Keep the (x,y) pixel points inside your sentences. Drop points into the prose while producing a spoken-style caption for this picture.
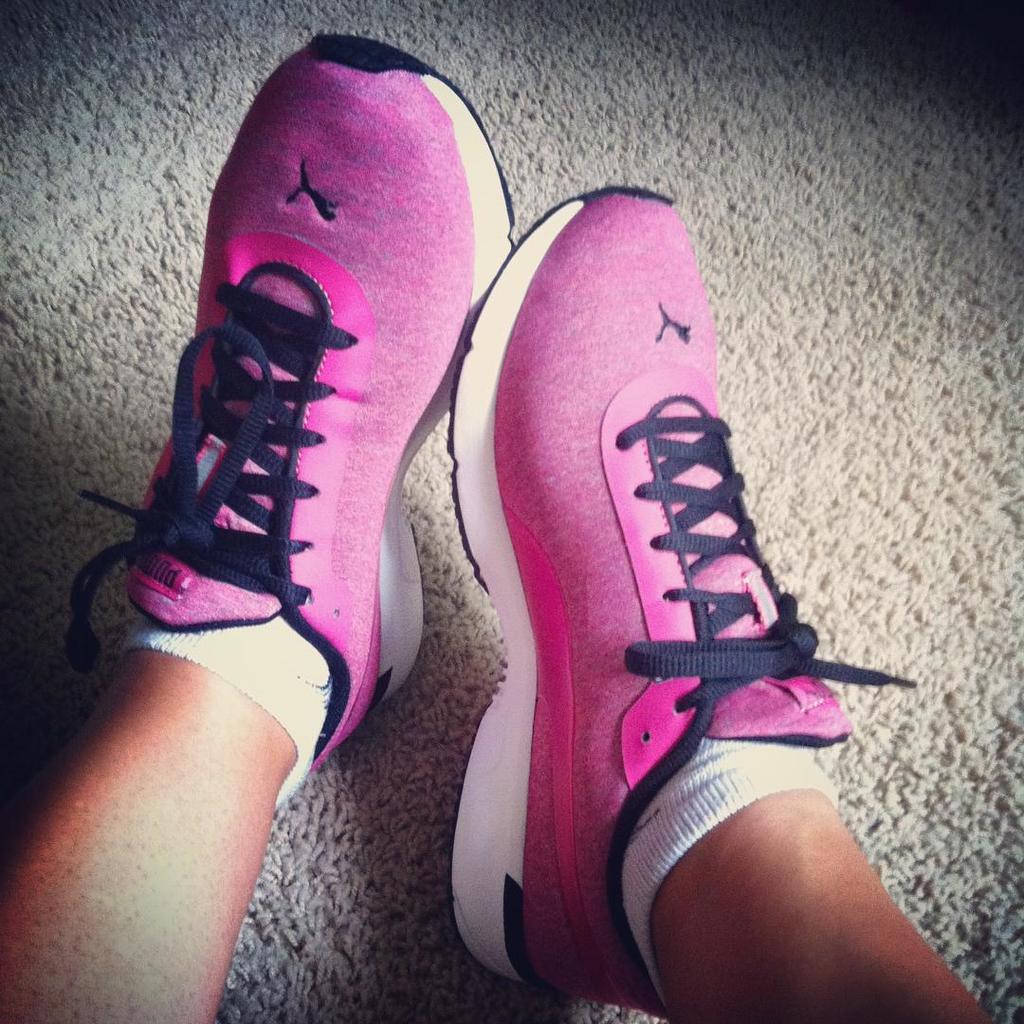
We can see persons legs (34,930) wore footwear (554,259) on the surface (487,601).
